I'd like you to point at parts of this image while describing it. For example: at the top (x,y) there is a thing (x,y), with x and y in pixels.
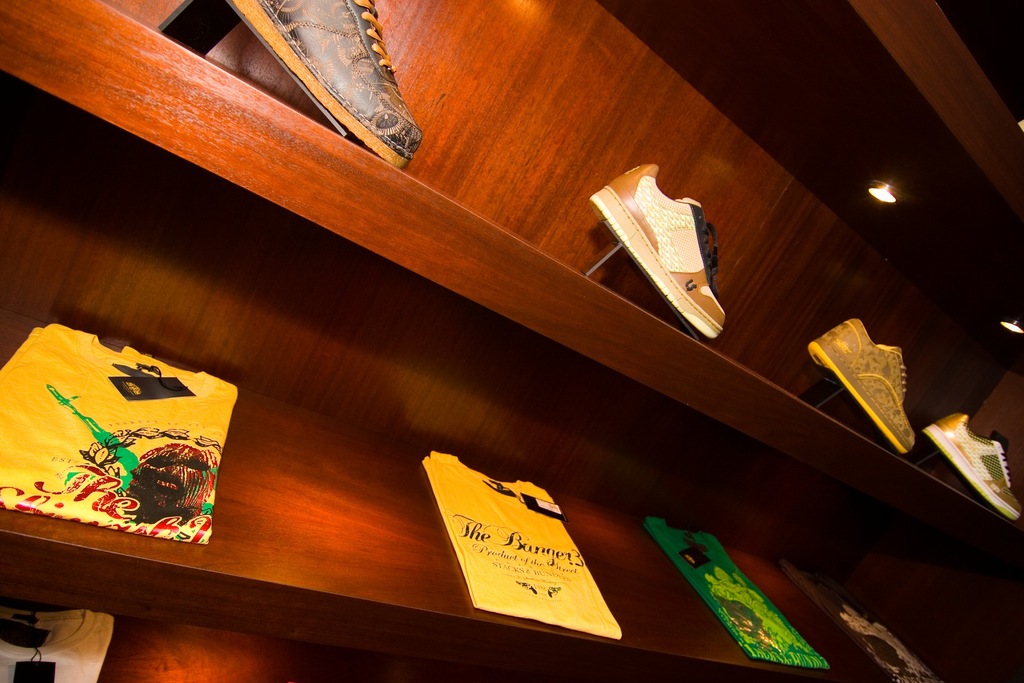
In this picture there is a rack (692,407) in the image, in which there are shoes (829,349).
